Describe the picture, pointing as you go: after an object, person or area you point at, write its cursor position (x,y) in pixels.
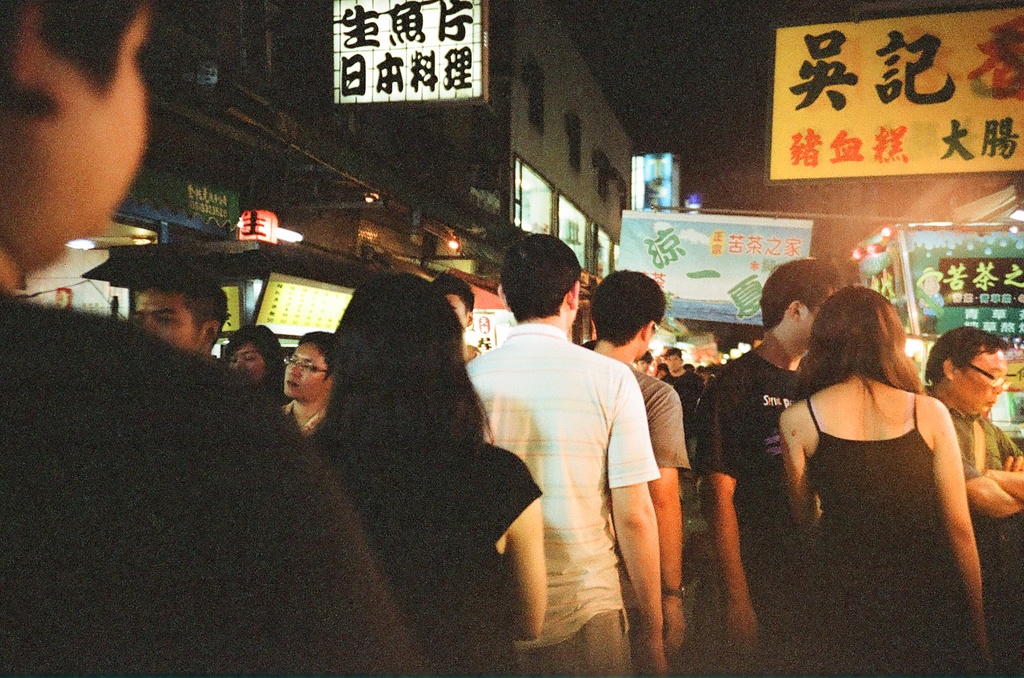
In this picture I can observe some people (380,403) in the middle of the picture (650,339). There are men (621,421) and women (834,439) in this picture. In the background (604,227) I can observe buildings (465,166).
